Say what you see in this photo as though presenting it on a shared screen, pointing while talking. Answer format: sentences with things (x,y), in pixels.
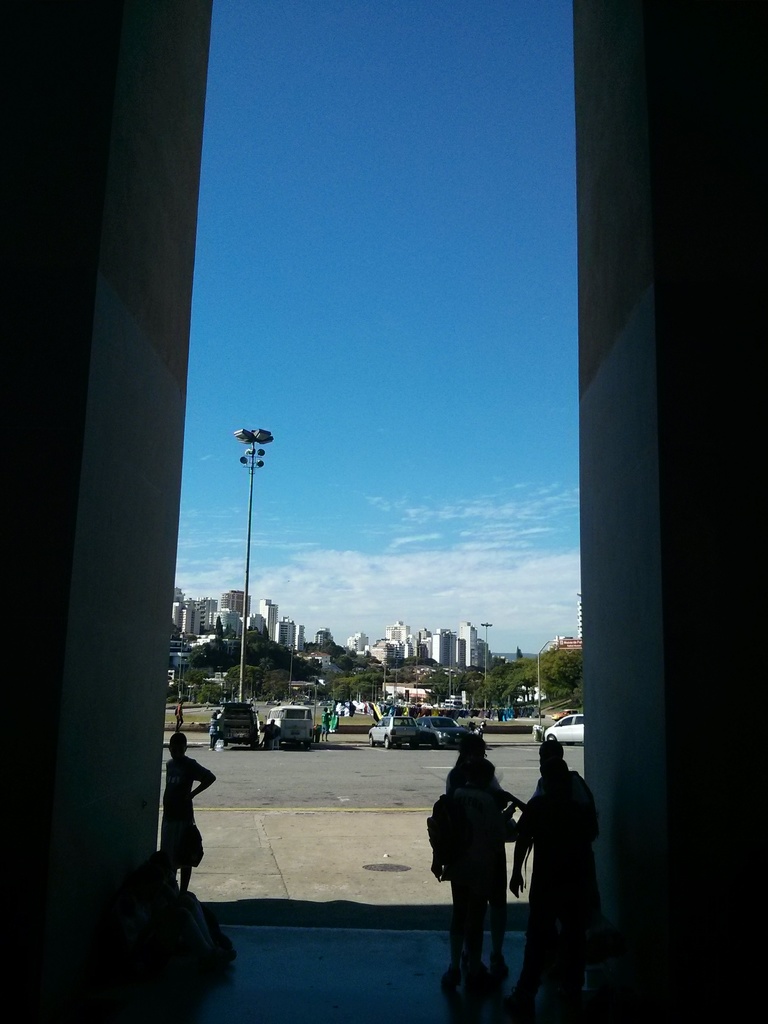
In this image we can see some persons (552,925), vehicles (310,707), pole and other objects (445,820). In the background of the image (205,625) there are buildings (295,634), trees (352,670) and other objects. At the top of the image (367,175) there is the sky (420,72). On the left (35,203) and the right side of the image (687,546) there is a wall (35,978). At the bottom of the image (391,1020) there is the floor (88,1021).
